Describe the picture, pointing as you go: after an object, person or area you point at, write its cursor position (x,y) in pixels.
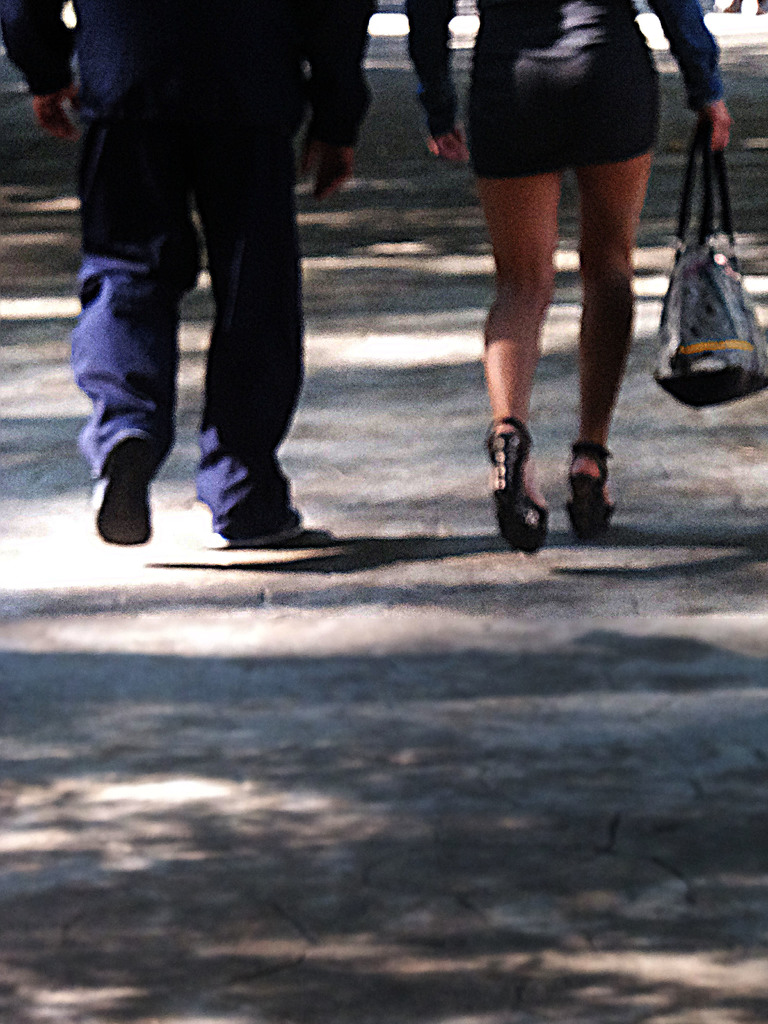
At the bottom of the picture (336,814), we see the road (409,753). On the right side (635,40), we see a woman (549,24) who is wearing the black dress (513,125) and the black sandals (533,548) is holding a bag (702,275) and she is walking. Beside her, we see a man (261,71) who is wearing a blue pant (153,133) is walking. This picture might be clicked outside the city.
